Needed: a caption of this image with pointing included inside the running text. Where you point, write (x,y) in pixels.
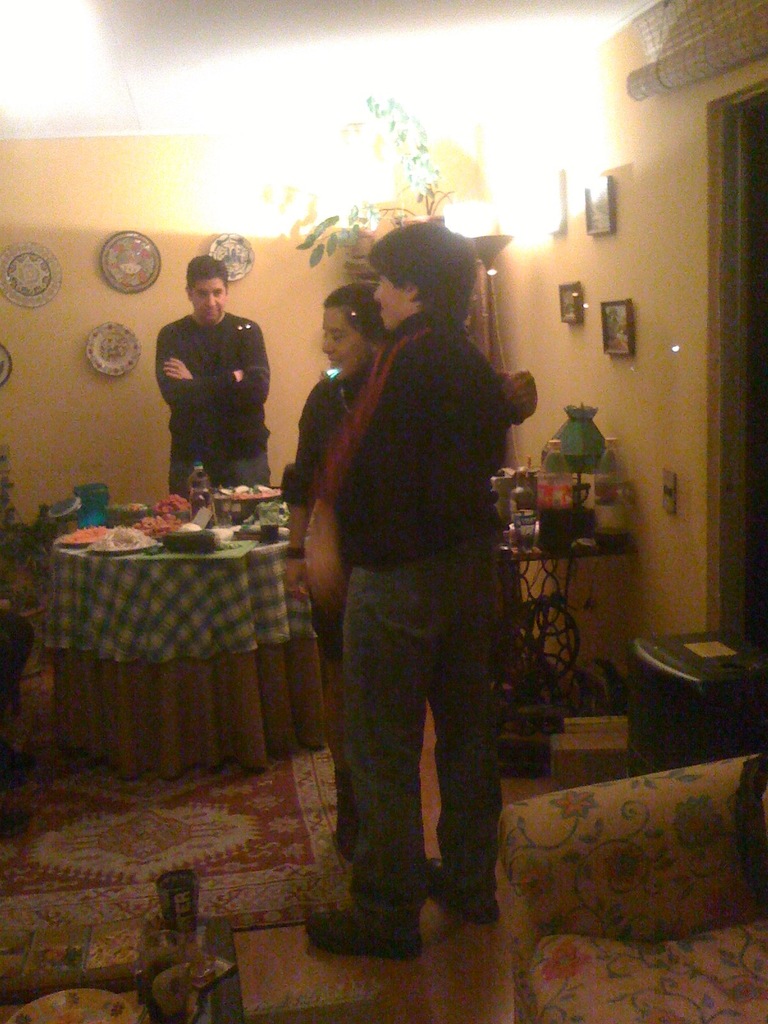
3 people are standing at here and there right there is a light (525,200).
